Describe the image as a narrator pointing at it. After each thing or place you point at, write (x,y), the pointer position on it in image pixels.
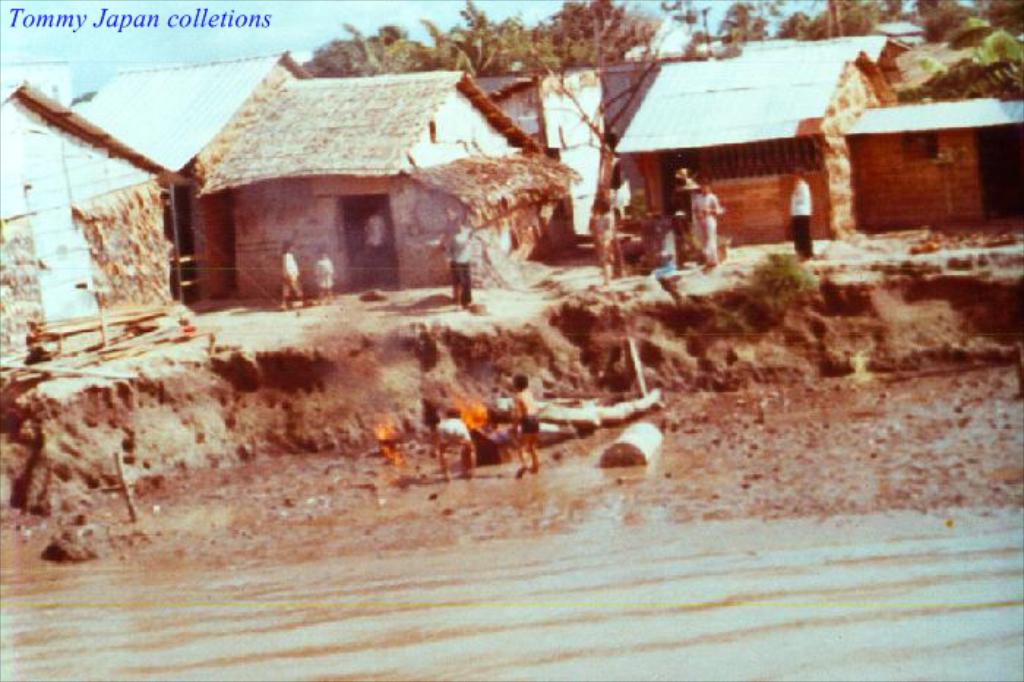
In this picture there water (928,609) at the bottom side of the image (691,565) and there are huts (135,295) and trees (417,46) in the background area of the image (633,149), there are people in the center of the image (662,260).
